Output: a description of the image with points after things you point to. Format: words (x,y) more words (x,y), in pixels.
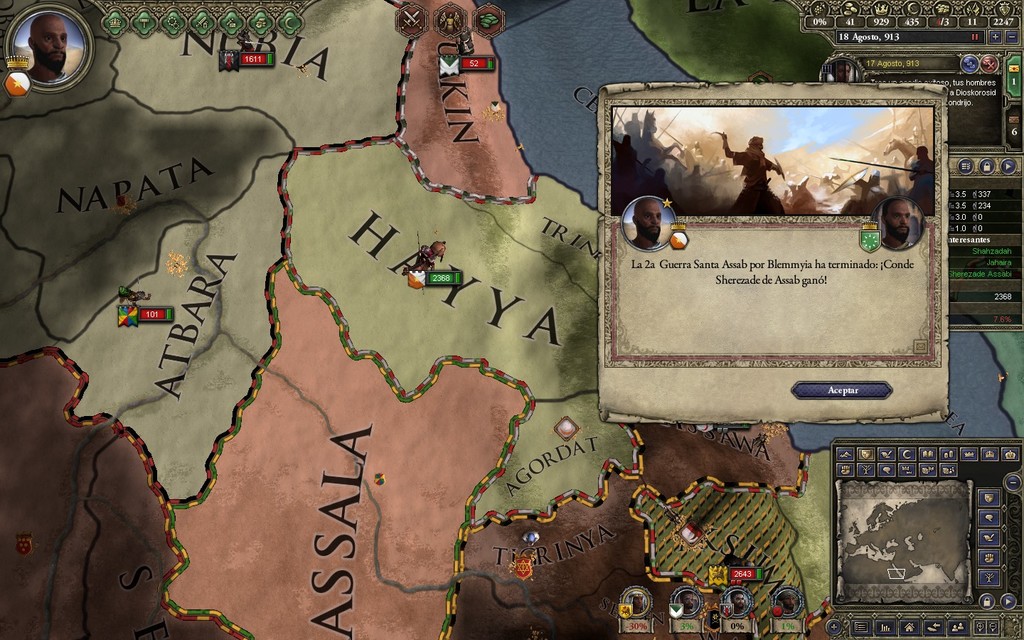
This is the picture of a map (395,295) which has some other pictures (425,282) on it.
